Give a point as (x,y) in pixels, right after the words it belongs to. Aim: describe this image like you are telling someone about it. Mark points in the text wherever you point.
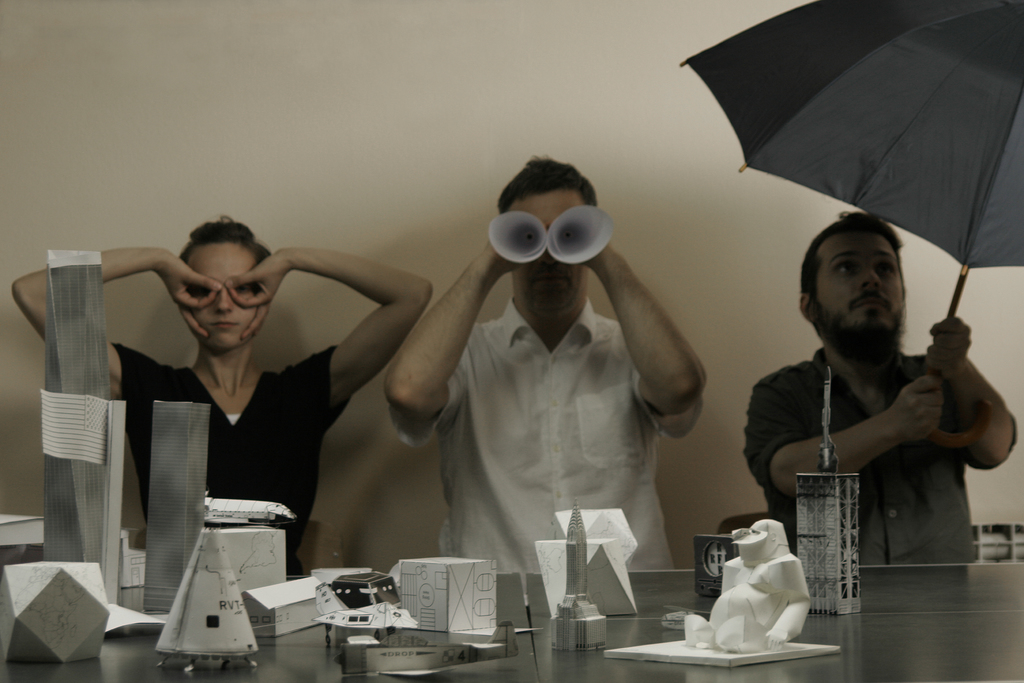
In this picture we can see a woman (307,444) and two men (808,443), a man (964,466) on the right side (952,444) is holding an umbrella (945,435), a man (624,411) in the middle (569,330) is holding papers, there is a table (864,682) in the front (929,669), we can see paper crafts (75,609) on the table (901,639), in the background (38,407) there is a wall (312,81).
